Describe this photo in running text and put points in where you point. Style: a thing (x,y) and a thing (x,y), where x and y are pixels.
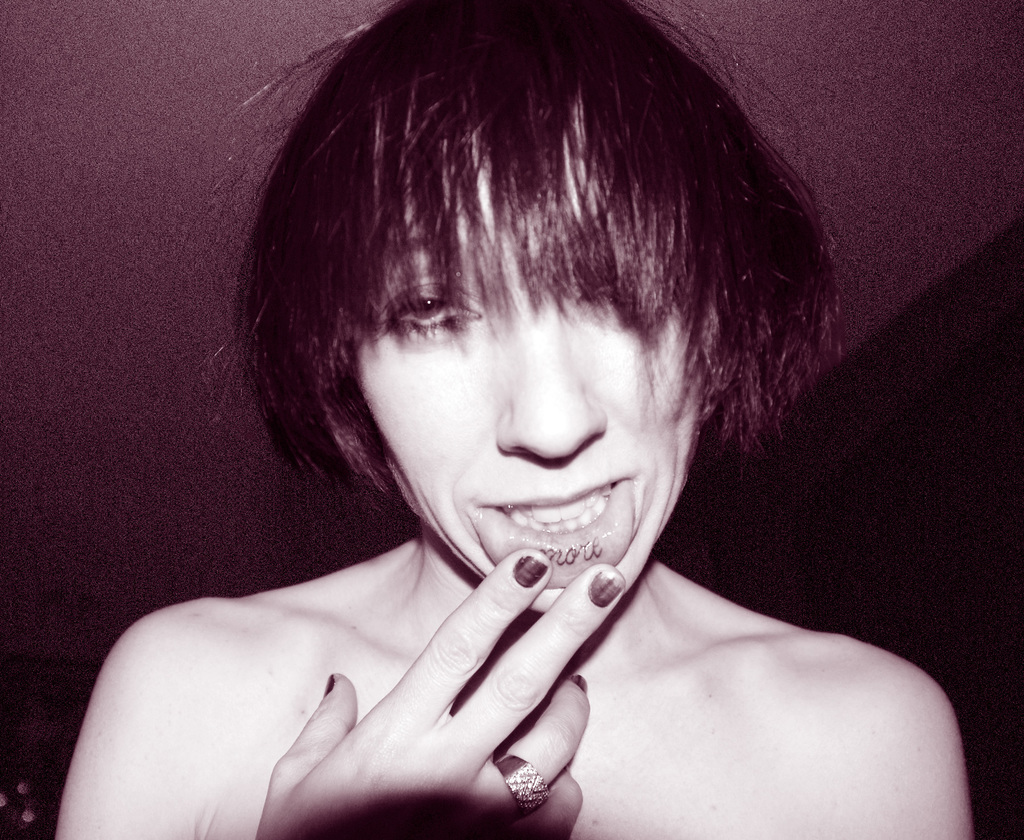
In this image we can see a woman (724,617) keeping her fingers (566,596) on the lips (569,572).
